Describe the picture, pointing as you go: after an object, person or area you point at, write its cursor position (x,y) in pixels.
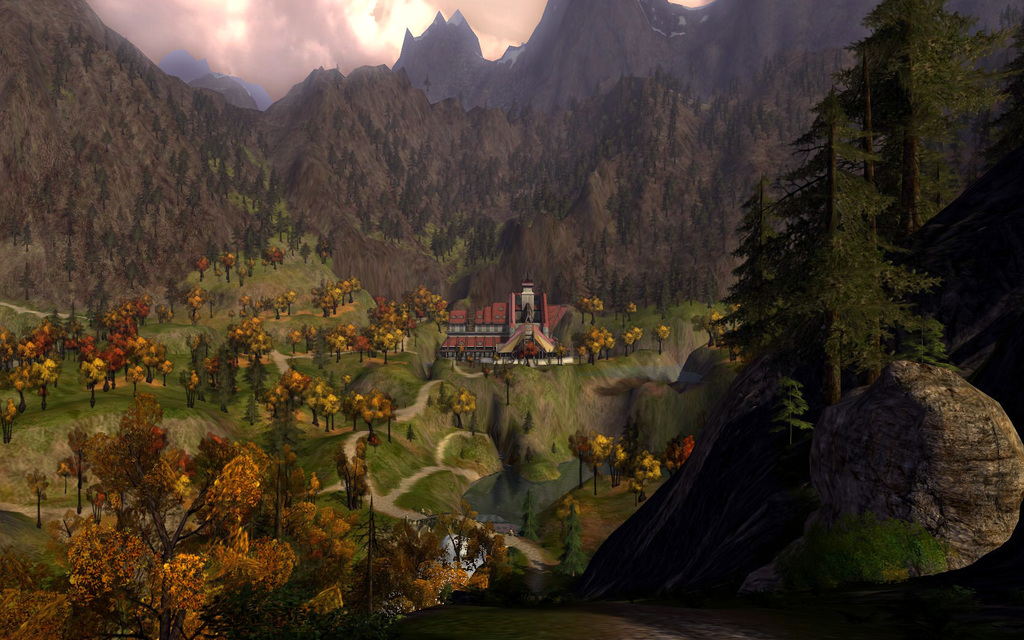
In the picture I can see trees (465,404), the grass (572,405), rocks (980,492) and mountains (478,271). In the background (372,40) I can see the sky (300,53).
